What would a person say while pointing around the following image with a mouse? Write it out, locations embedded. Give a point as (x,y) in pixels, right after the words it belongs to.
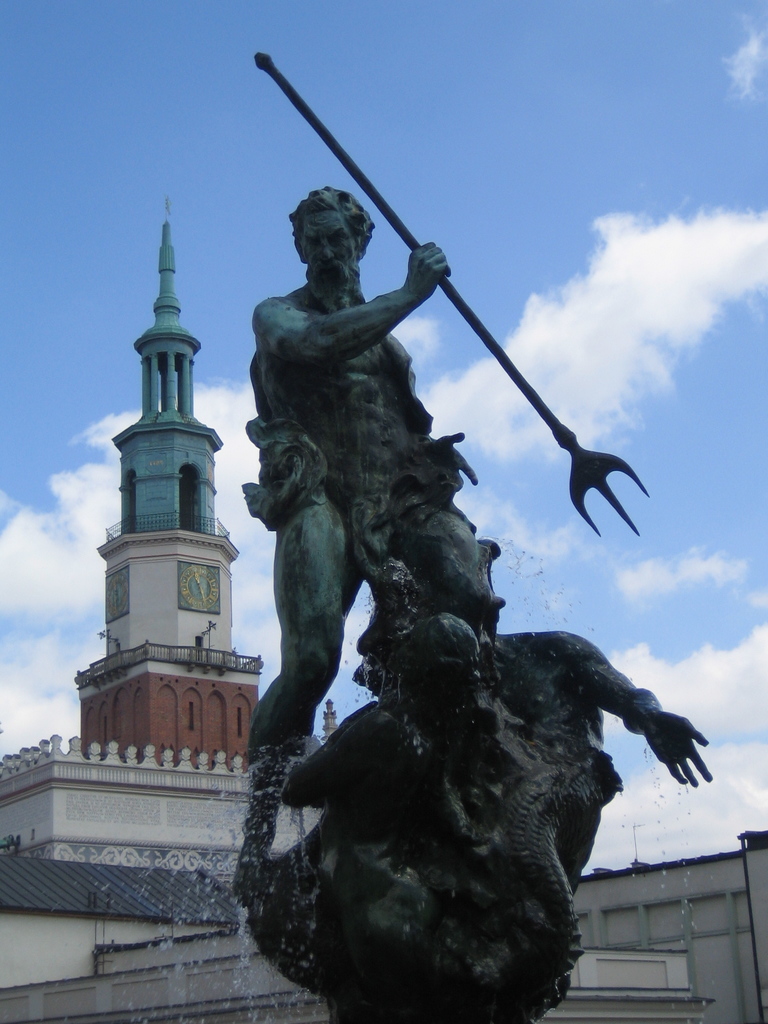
In this picture I can observe a statue (332,604) of a human (394,442) holding a weapon (416,255) in his hand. I can observe a building (192,695) and some clouds (659,297) in the sky (285,176).
